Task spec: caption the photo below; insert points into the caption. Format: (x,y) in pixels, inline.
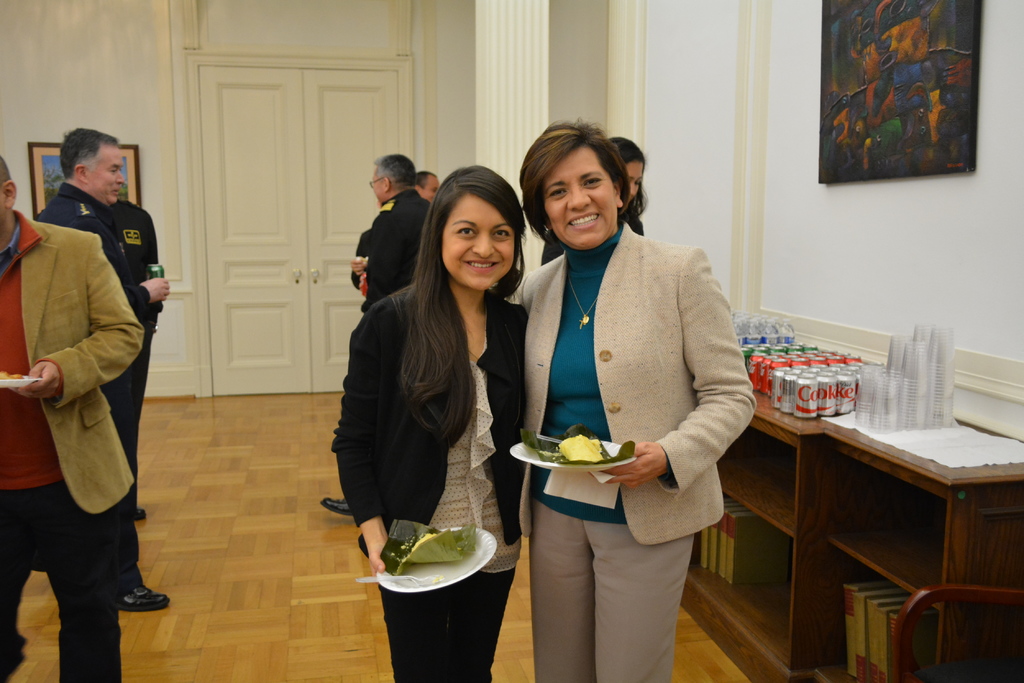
There are two persons (472,421) standing and holding some eatables (546,453) in their hand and there are few people (378,187) behind them and there are tins (839,373) and glasses (901,361) on the table (767,398) behind them.
